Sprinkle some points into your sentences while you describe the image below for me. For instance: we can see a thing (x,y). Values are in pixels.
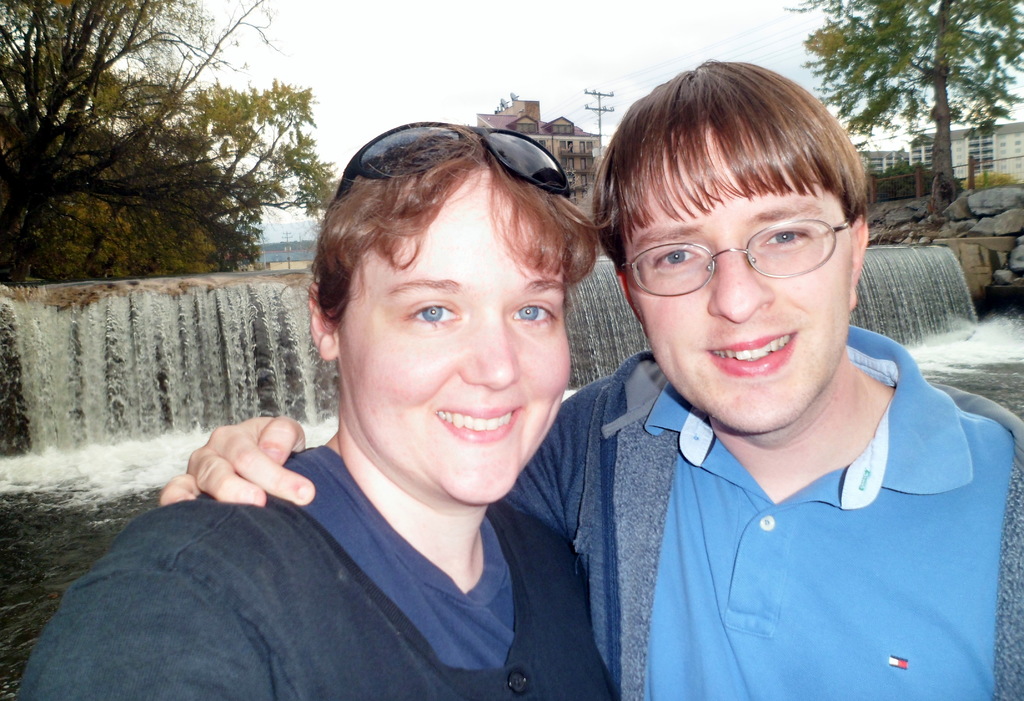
In this picture we can see the couple (496,636) standing in the front (341,485), smiling and giving a pose to the camera. Behind we can see the small waterfall (195,366) and trees (138,187).
